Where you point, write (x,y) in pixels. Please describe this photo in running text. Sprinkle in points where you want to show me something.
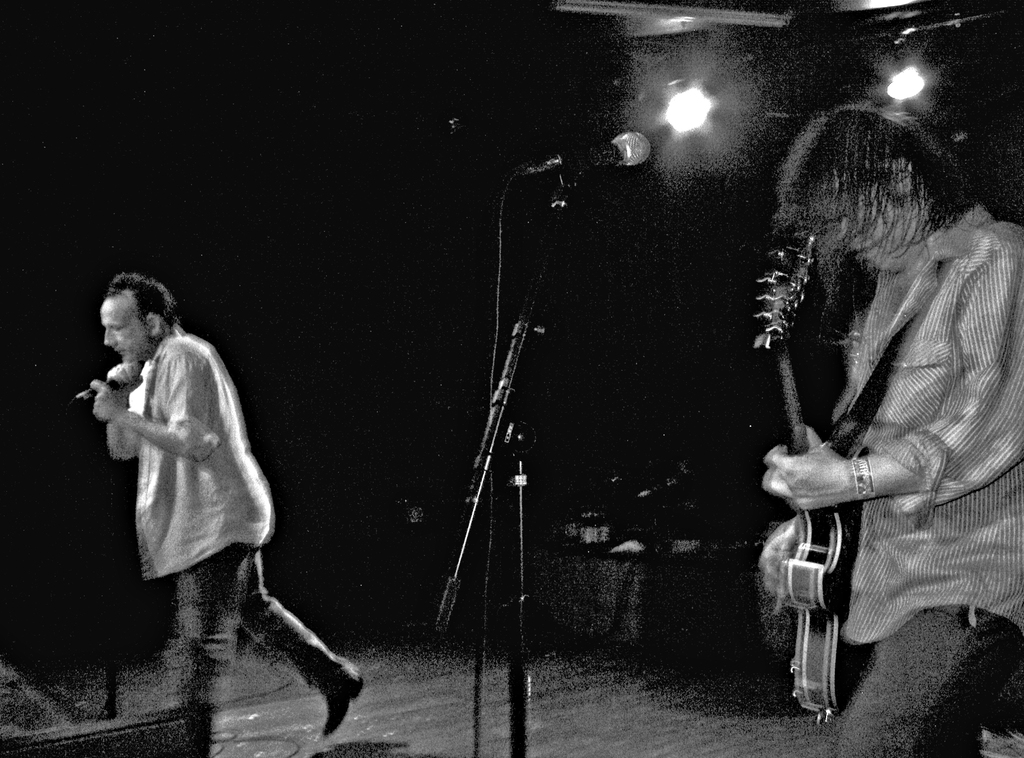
Here we see a man (140,549) walking and holding a microphone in his hand (102,395) and a other man (960,193) playing a guitar (815,682) and we see a microphone (575,160) in front of him.
